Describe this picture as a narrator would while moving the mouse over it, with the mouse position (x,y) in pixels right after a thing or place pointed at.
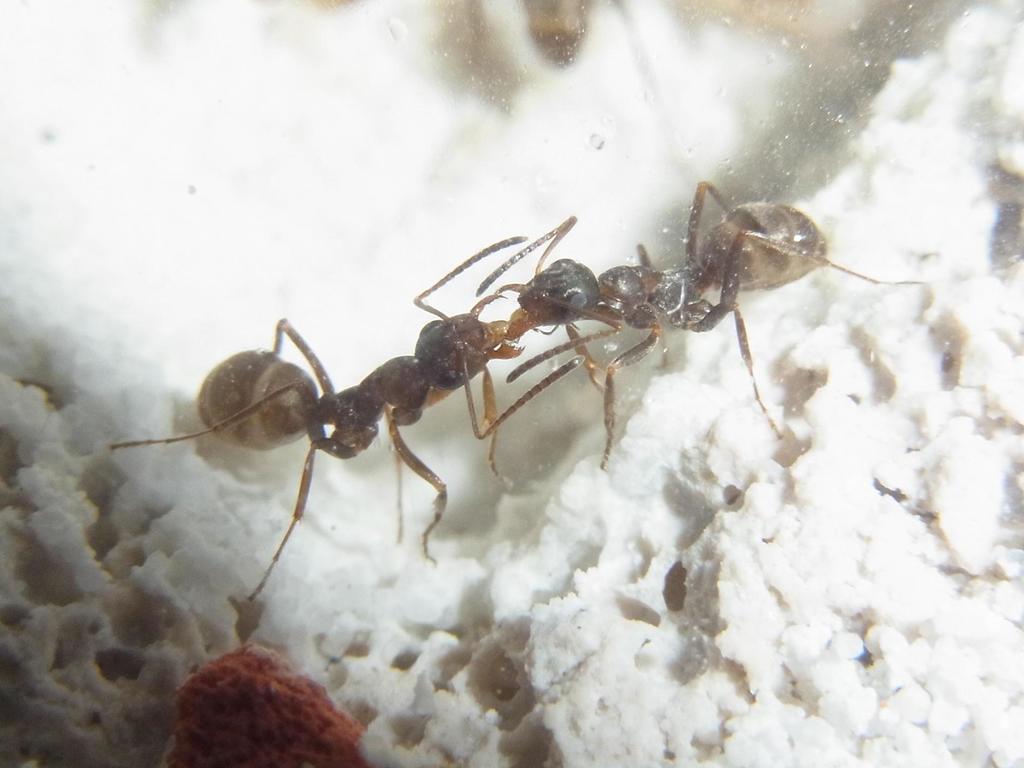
In the center of the image (432,347) we can see two ants (389,428) on the white color object (450,532). In the background (779,80), we can see it is blurred.
